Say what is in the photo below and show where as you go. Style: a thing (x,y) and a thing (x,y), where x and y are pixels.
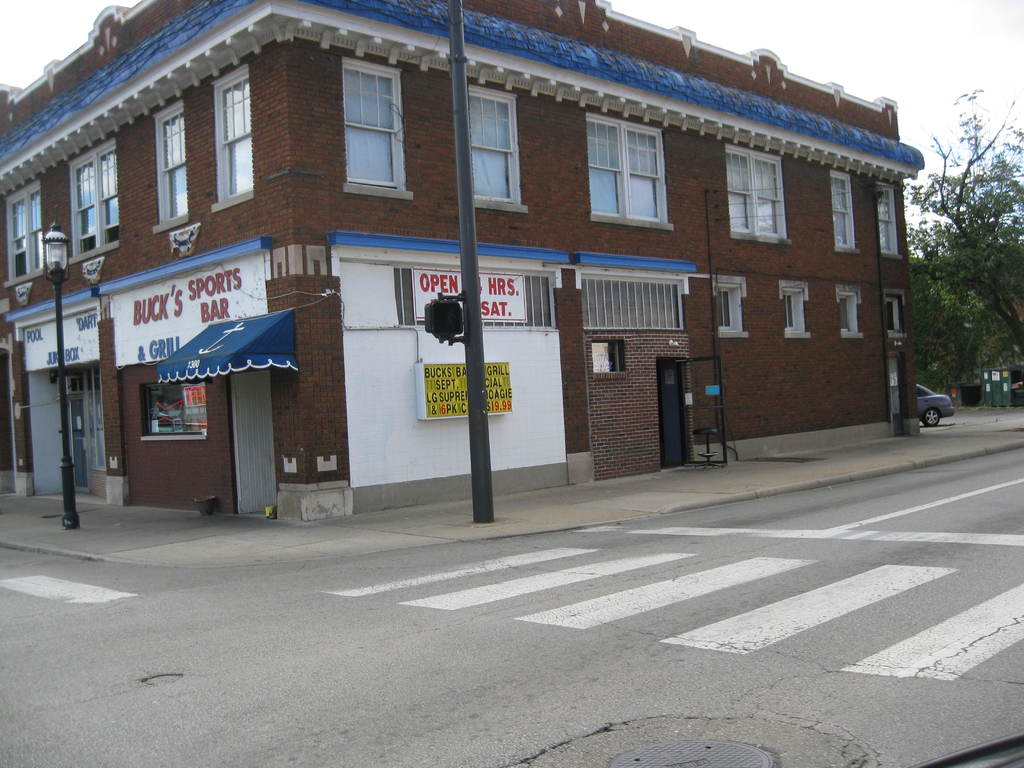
In this image we can see a road (655,581). Also there is a light pole (57,260) and another pole (474,348). And there is a building (252,193) with windows (251,143). Also there are names (444,377) and posters (436,364). On the right side (982,270) there are trees (965,317) and a vehicle (933,403). In the background (49,26) there is sky (69,24).
